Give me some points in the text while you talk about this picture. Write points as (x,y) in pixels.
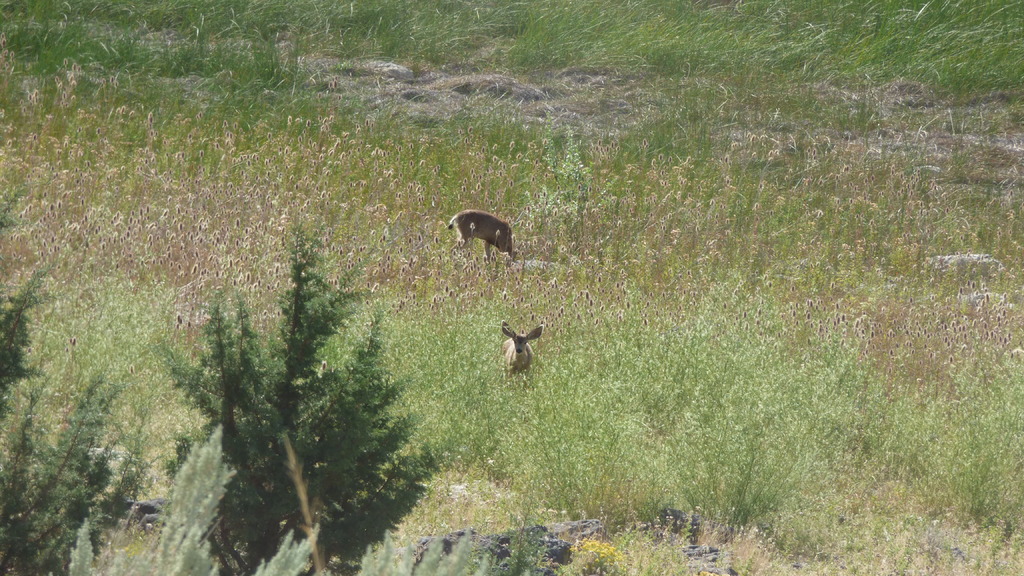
In the image there is a lot of grass (482,355) and in between the grass (503,292) there are two animals (466,242), there are trees (368,461) in the foreground (203,461).
